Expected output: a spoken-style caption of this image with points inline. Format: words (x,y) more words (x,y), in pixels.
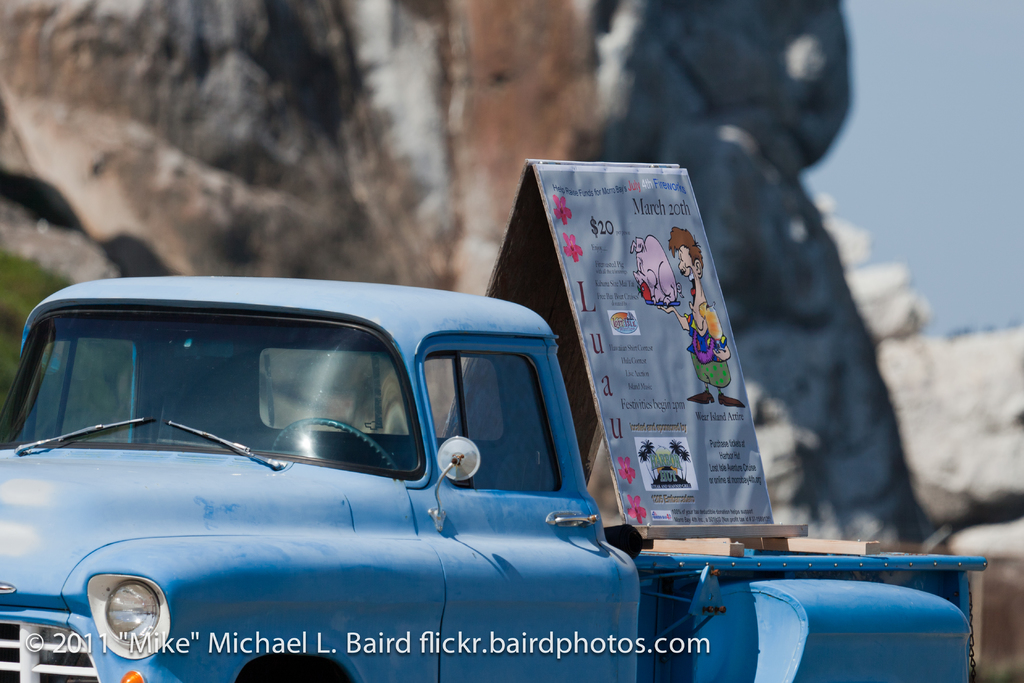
In this image there is a vehicle (436,592) having a board (728,510). On the board (661,438) there are few images (695,316) and some text (622,349). Background (94,251) there are rocks (779,226). Right top there is sky (948,205).
